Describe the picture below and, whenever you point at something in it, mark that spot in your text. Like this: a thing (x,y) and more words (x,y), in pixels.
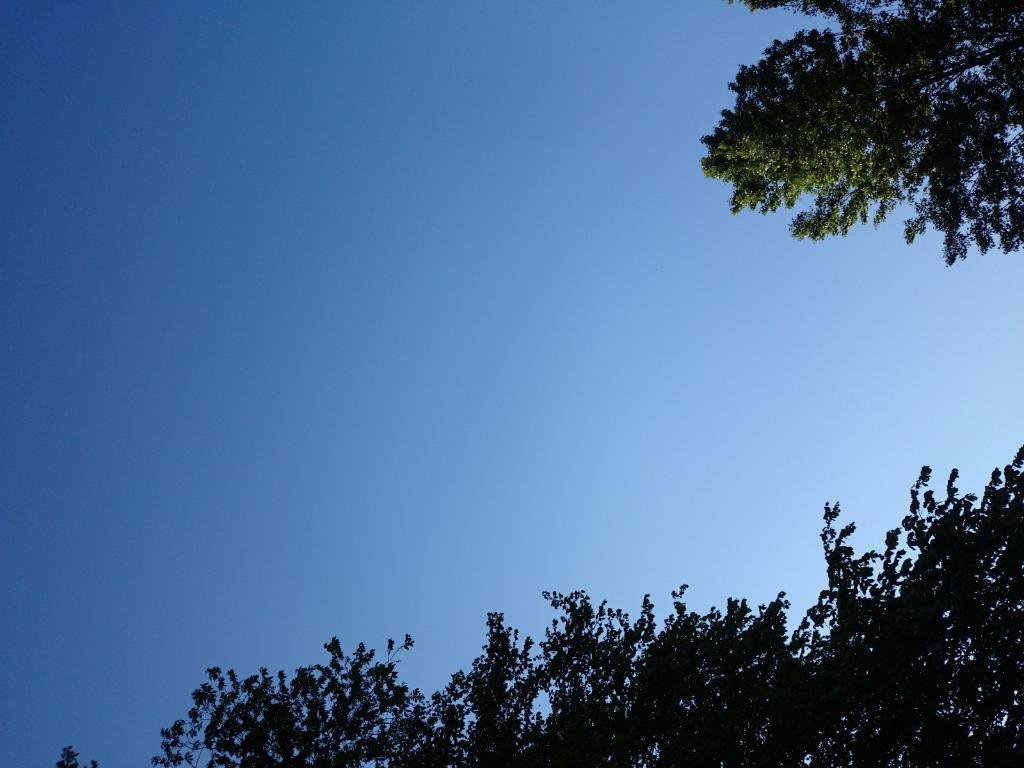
At the bottom (620,629) there are branches (919,610) of a tree (933,567). On the right (824,109) there are branches (914,116) of a tree (979,148). In this picture there is sky (563,390), sky (400,253) is clear.
